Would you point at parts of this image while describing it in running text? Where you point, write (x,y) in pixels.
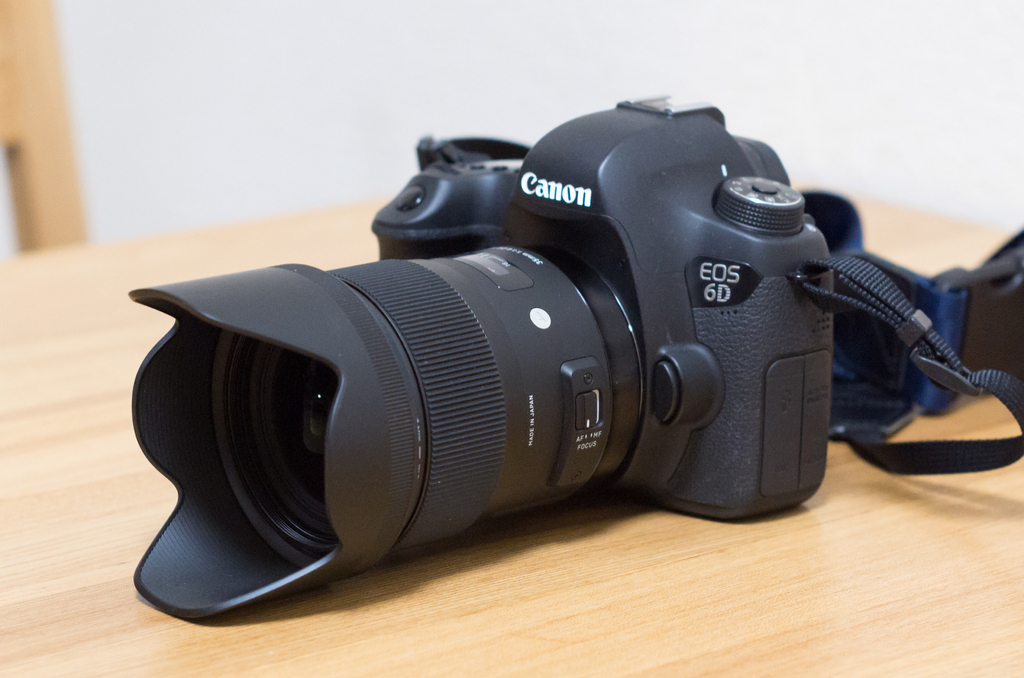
In this picture we can see a camera (481,213) on the table (648,674) and in the background (146,187) we can see an object (34,155) and the wall (563,97).
